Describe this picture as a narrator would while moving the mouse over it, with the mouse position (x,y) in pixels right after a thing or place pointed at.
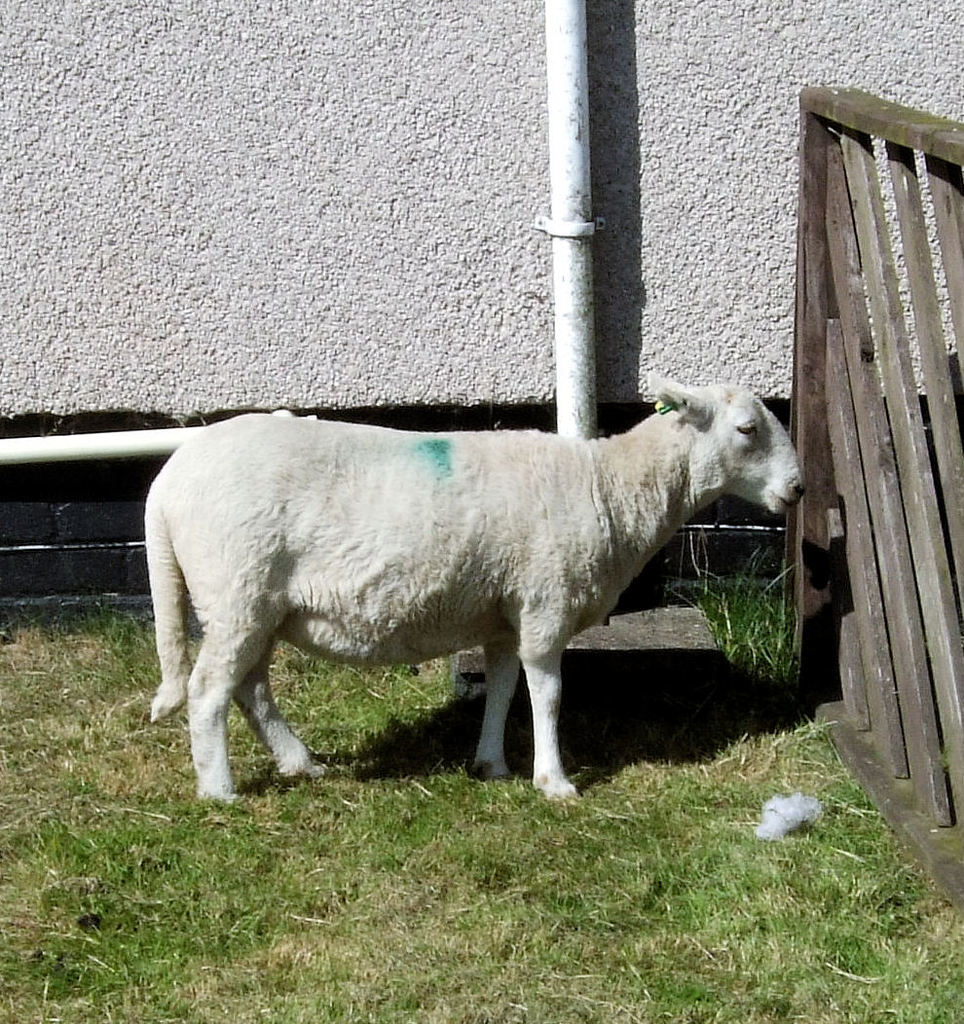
In the foreground of this picture (313,596), there is a white sheep (324,576) on the grass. On the right (880,513), there is a wooden fencing (888,465). On the top (520,229), there is a wall (436,149) and a pipe (557,124).
